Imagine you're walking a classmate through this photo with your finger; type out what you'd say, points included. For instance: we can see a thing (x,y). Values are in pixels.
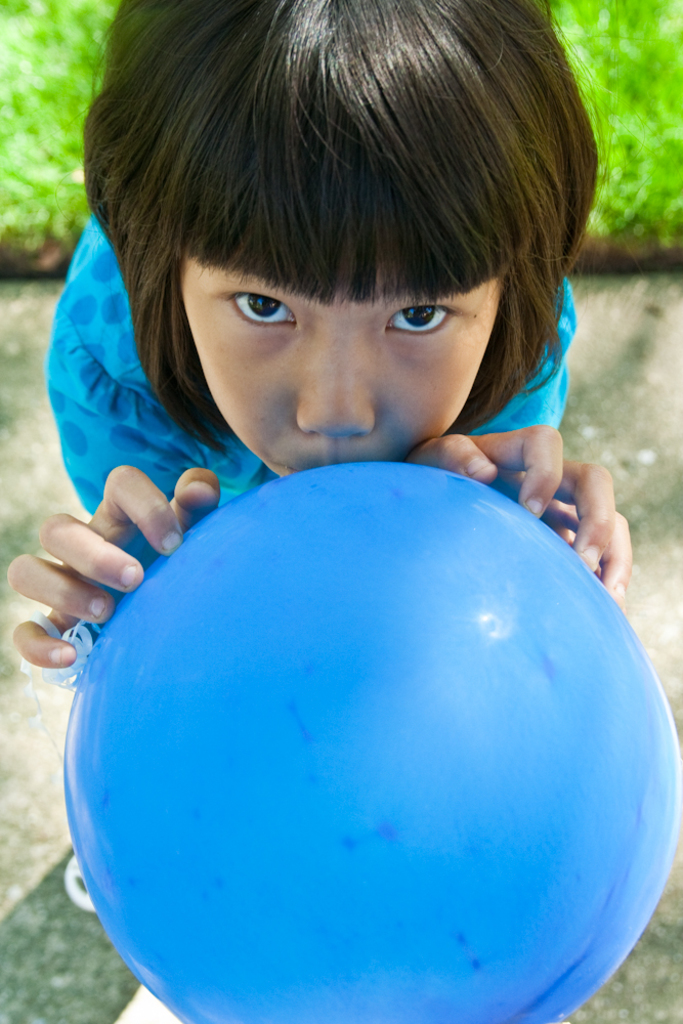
In this image we can see there is a person (305,372) standing on the ground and holding a balloon (246,823). Grass (73,119) in the background (74,126).
